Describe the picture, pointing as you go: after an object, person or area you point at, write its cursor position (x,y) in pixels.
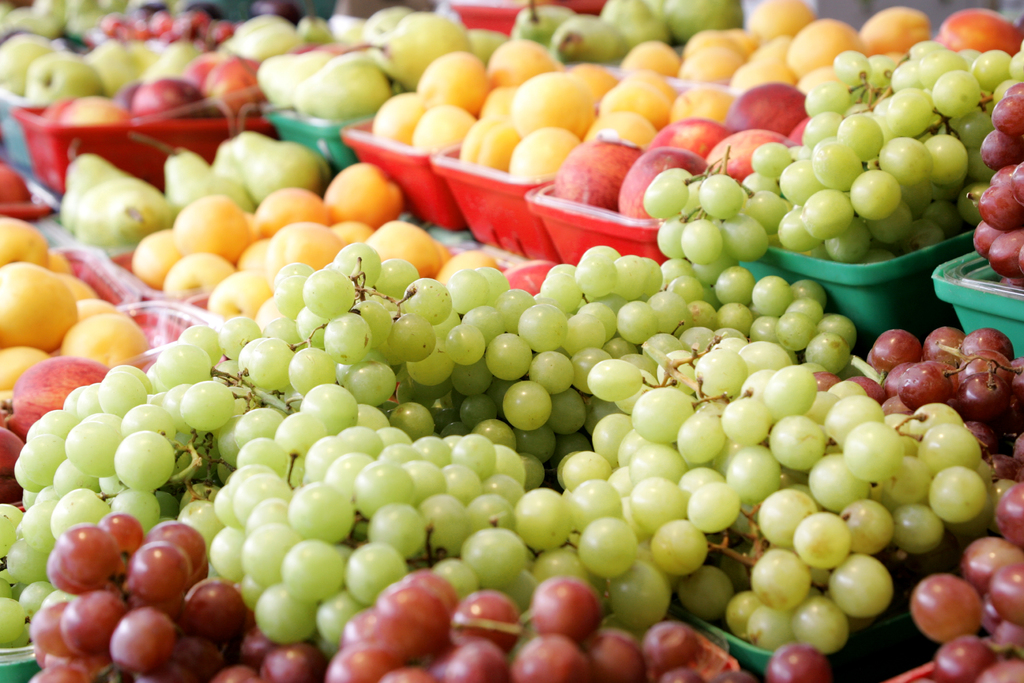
In this picture we can see trays (471,175), there are some grapes (902,203), apples (52,81) and other fruits (206,49) present in these trays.
